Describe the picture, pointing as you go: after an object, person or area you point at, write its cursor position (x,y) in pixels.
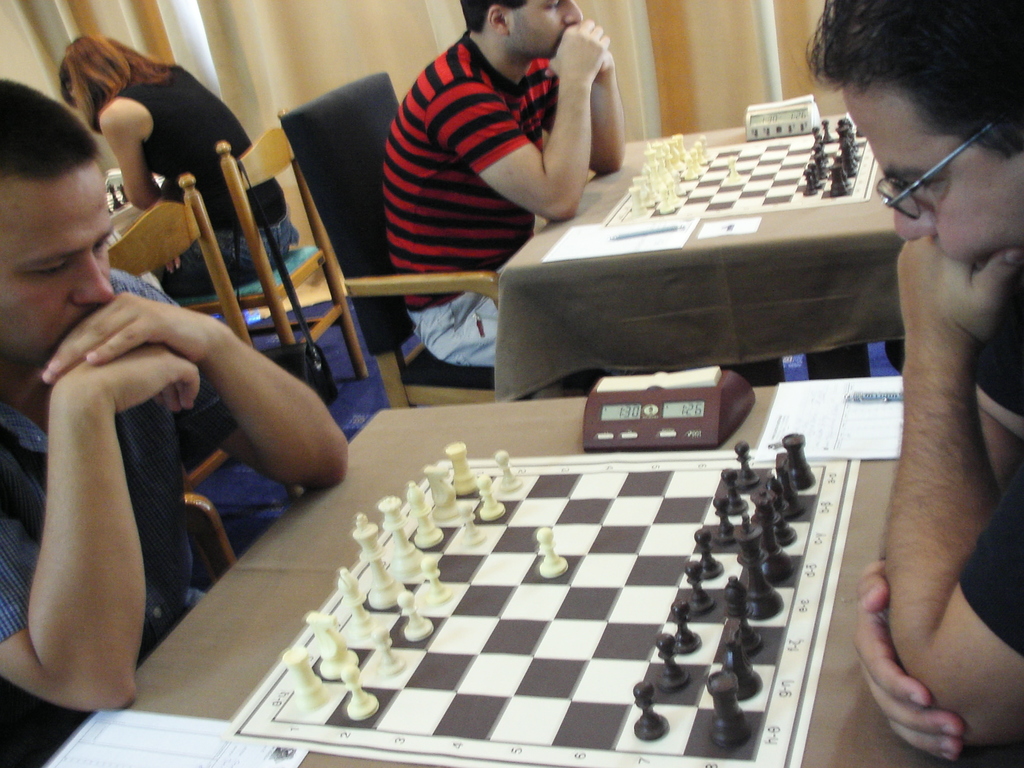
Here we can see that a person (121,362) sitting on the chair (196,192) and playing chess (462,466), and there are some objects (634,396) on the table (583,420), and in front (988,652) a person (973,579) is sitting, and at side a man (480,176) is sitting on the chair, and here is the pole (766,15), and at back (201,145) a woman (189,149) is sitting, and here is the floor (351,372).
